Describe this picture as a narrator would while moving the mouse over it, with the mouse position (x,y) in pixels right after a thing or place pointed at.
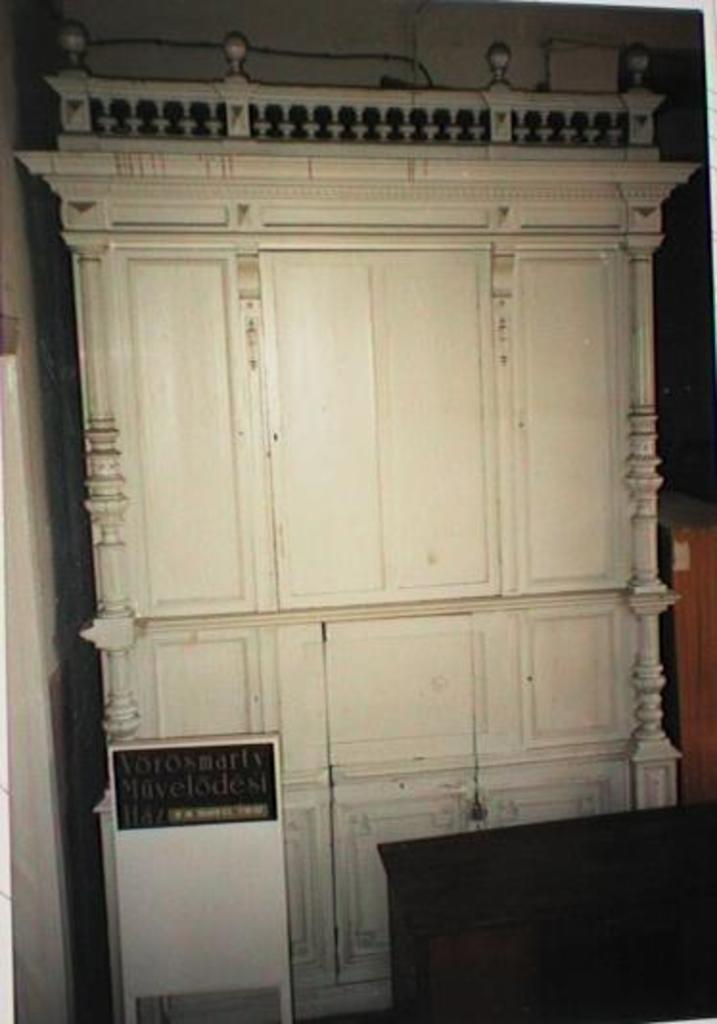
In this picture I can see a white color cupboard (450,630) and a board (203,856) which has something written on it. On the right side (587,892) I can see some other objects (603,899).
